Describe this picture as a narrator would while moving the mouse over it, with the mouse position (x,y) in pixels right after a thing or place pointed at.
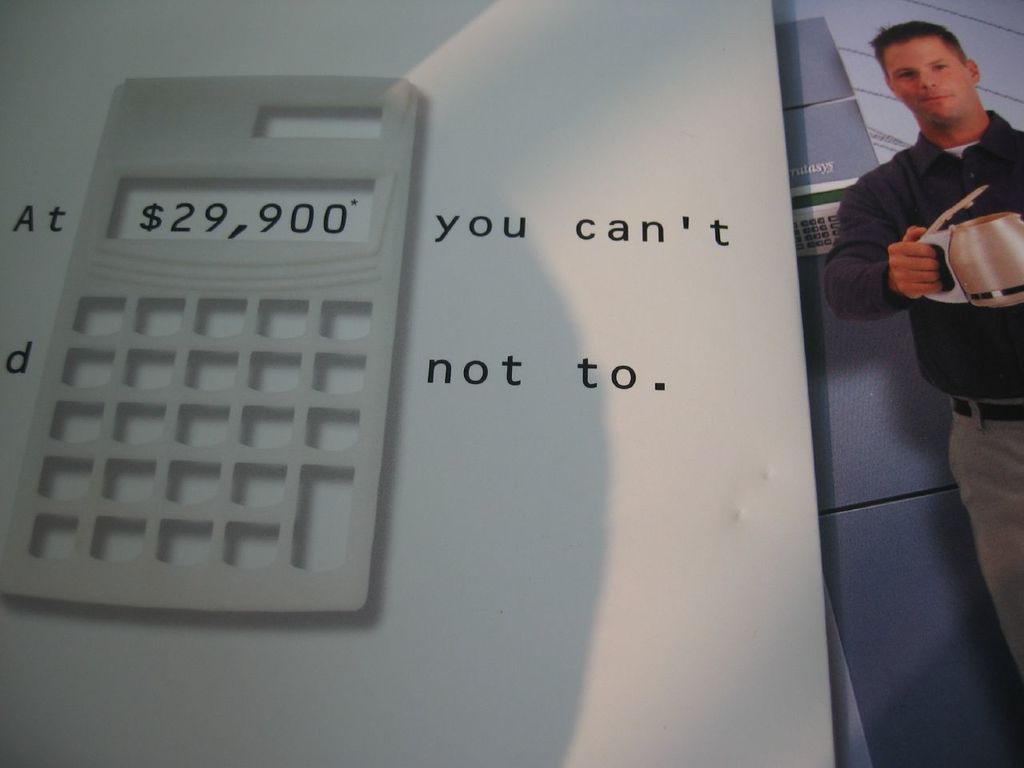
On the right side (934,179), we see a man (938,153) is holding a coffee pot (1006,277) in his hand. On the left side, we see a white color board (473,523) with some text (433,382) written on it. We see a white color object (254,317) which looks like a calculator (177,313) with some digits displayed on it. In the background (828,121), we see a blue color board (844,405). In the right top (860,14), it is blue in color and we see the wires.
